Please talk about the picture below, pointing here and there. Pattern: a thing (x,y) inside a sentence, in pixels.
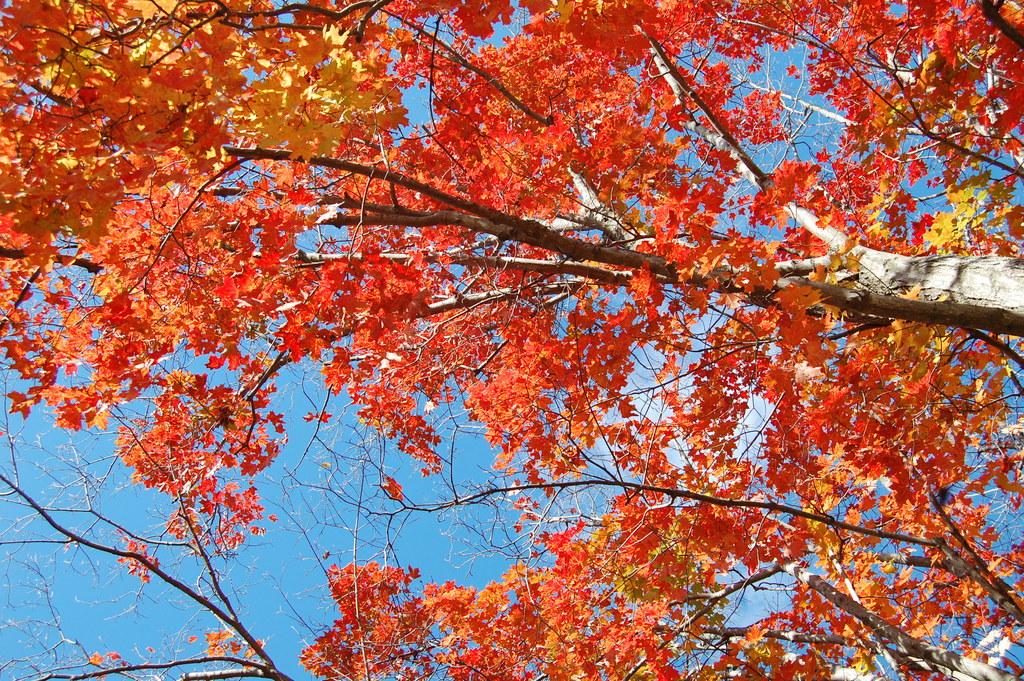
In the picture I can see trees (501,406). The leaves (538,473) of trees (423,377) are red and yellow in color. In the background (281,585) I can see the sky (330,413).
